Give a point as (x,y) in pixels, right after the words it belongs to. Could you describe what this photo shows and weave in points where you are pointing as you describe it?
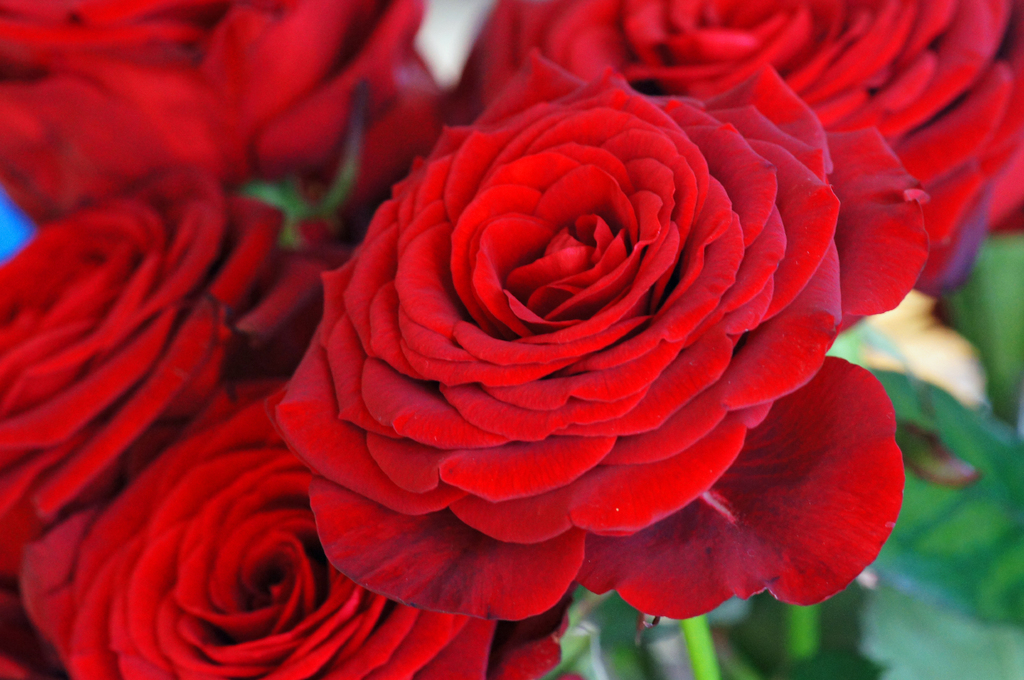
In this image we can see a bunch of rose flowers (473,344).
